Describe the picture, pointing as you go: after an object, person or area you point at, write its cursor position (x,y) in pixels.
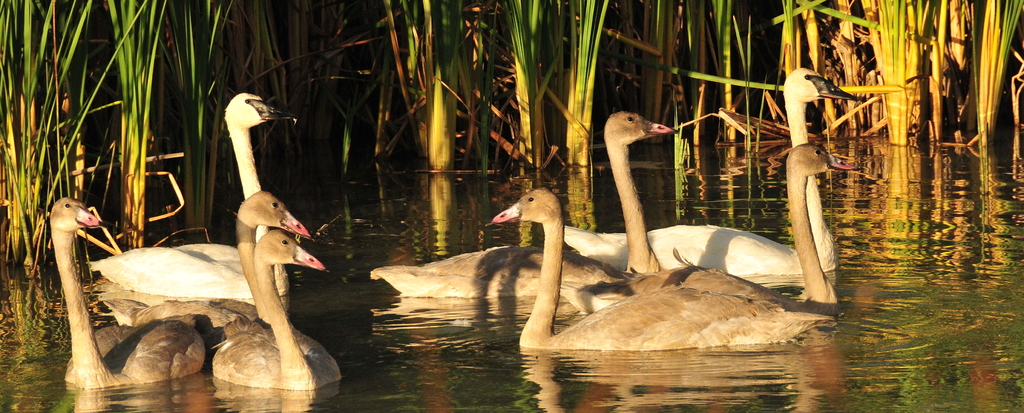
In this picture we can see a few swans (78,346) in water (52,337). There are some plants (642,47) in water (896,346) from left to right.
